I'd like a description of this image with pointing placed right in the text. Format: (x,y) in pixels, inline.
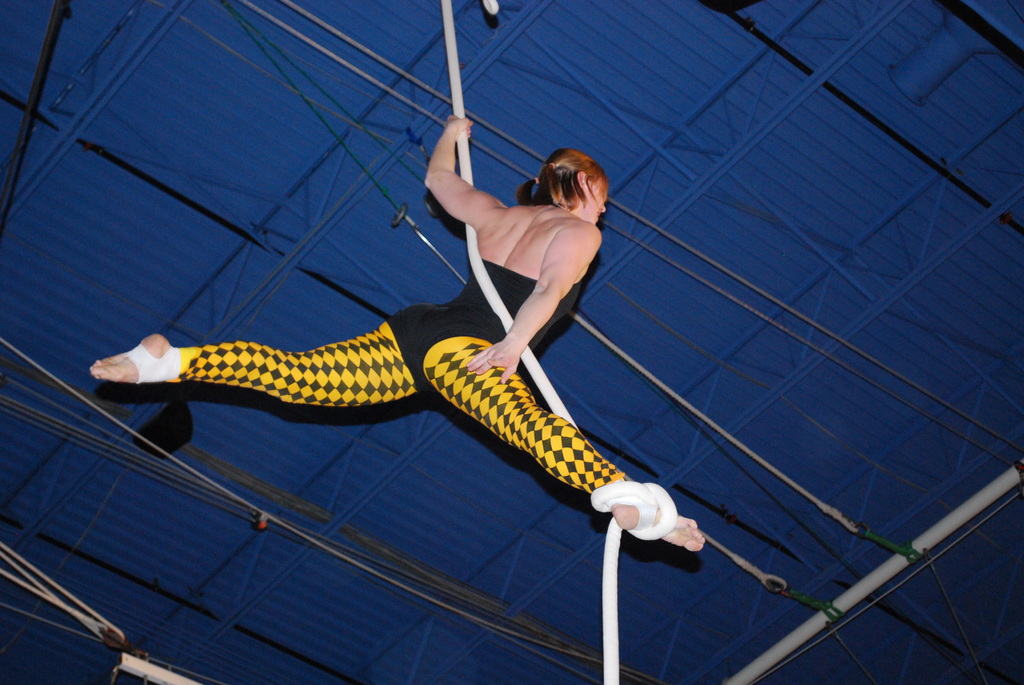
In this image, we can see a person (543,249) hanging on rope (494,294). In the background (333,542), we can see support beams (261,244) and ropes (749,380).
